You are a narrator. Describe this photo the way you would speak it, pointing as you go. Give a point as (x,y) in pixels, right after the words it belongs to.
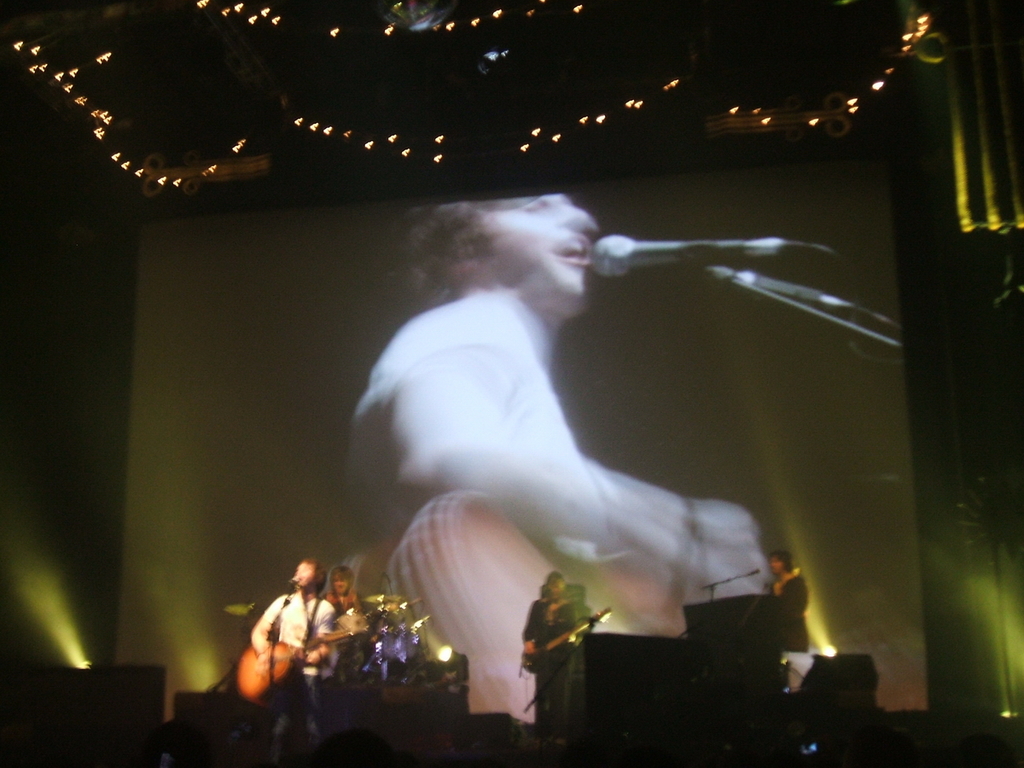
In this image, There are some people (549,657) standing and holding the music instruments (256,666) and in the background (433,435) there is a man (462,365) singing in microphone (828,318), In the top (811,119) there are some light (874,84) which are in yellow color.
